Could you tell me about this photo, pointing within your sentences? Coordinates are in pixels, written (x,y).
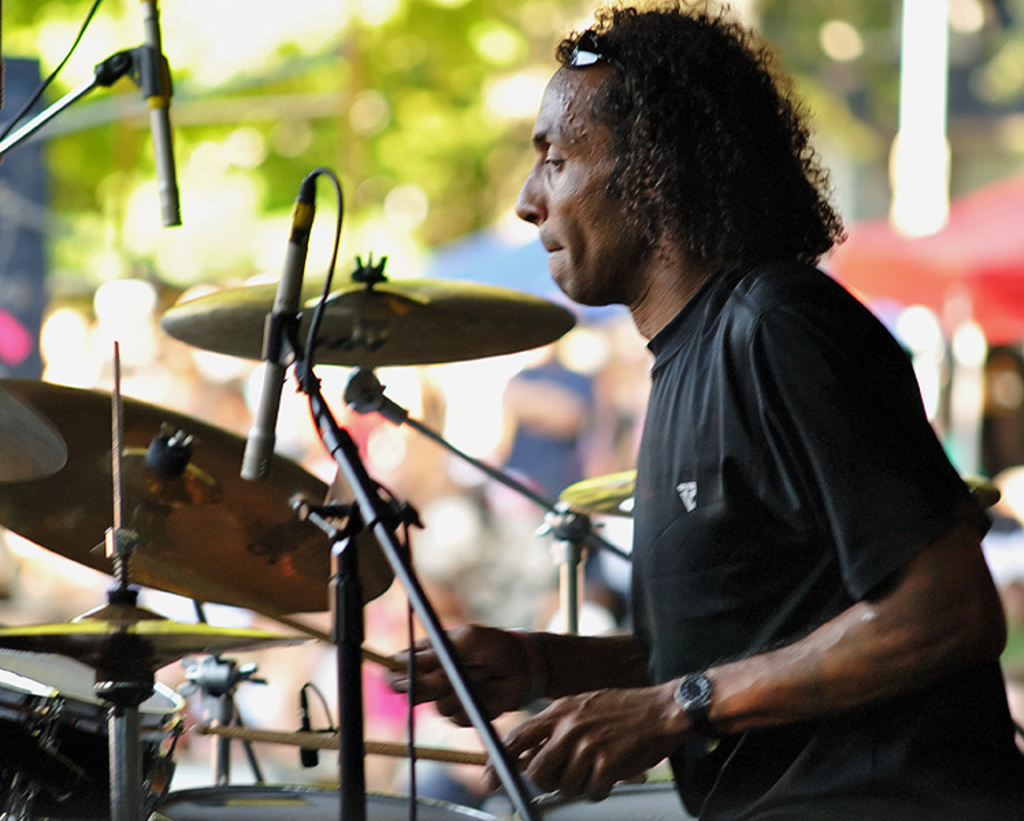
In this image there is a man (685,507) playing a musical instrument (255,642) holding two sticks (376,743) in his hand (520,694).
